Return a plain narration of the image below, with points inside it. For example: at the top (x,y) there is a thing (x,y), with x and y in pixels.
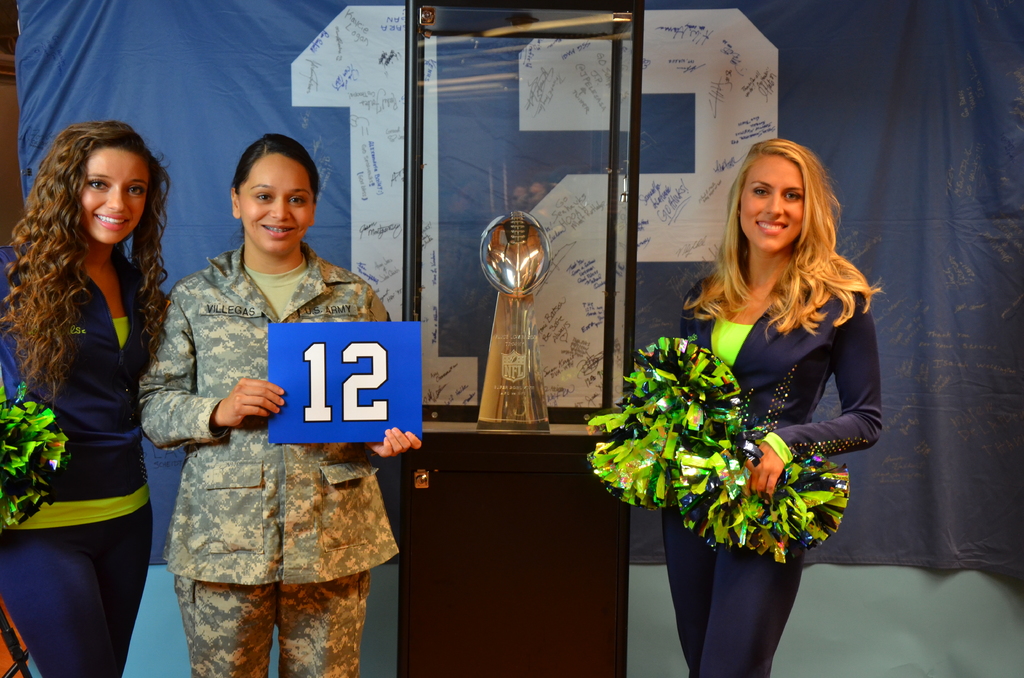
In this image, there are three women (288,307) standing and smiling. Among them two women (100,332) are holding the pom poms (699,405) and another woman (279,501) is holding a board (360,431). I can see a trophy (507,400), which is kept in a glass box (469,427). In the background (162,53), there is a cloth (161,39) hanging.
